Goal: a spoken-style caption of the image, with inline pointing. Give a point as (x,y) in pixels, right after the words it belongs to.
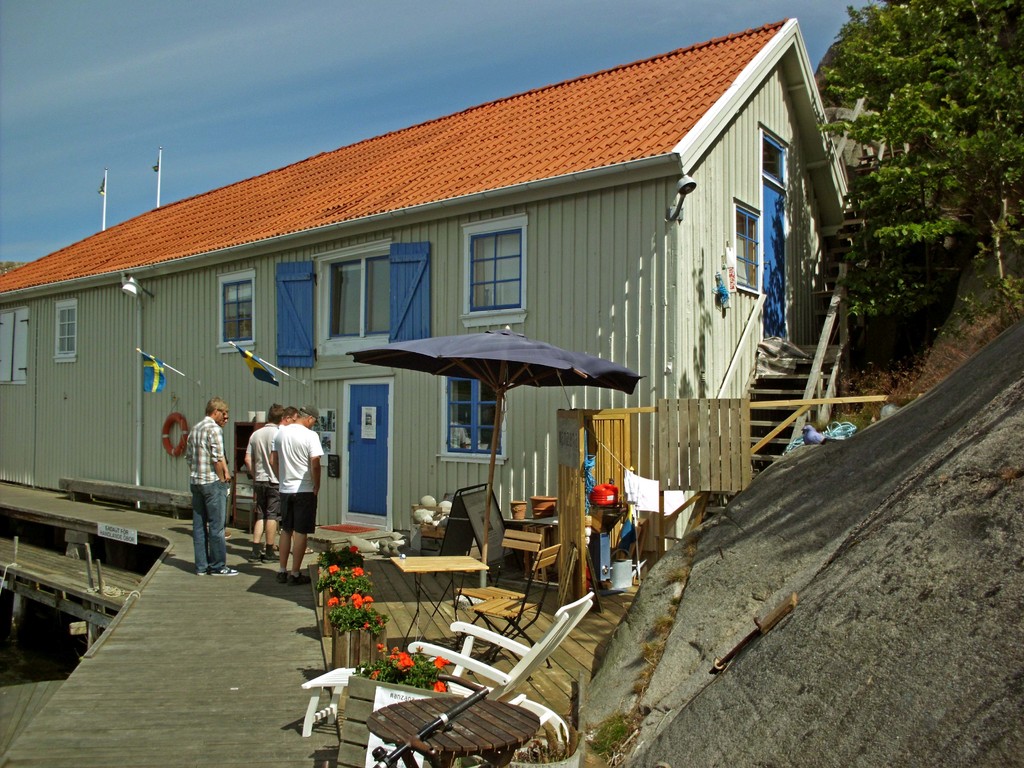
In this image we can see table (468,570), chair (498,596), flower pot (362,638) and four members (269,469) standing. In front there is house (307,301) and trees (896,139).
